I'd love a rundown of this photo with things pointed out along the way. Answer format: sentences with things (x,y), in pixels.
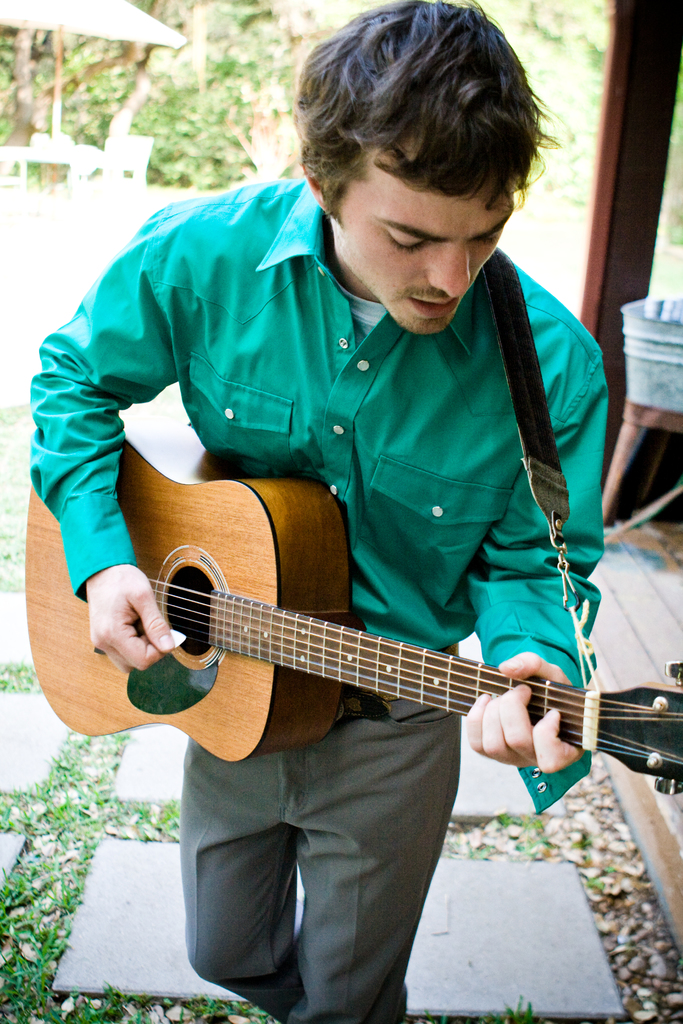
In this image the person (338,457) is standing and playing a guitar (223,586) at the background (181,110) there are trees (216,104).
